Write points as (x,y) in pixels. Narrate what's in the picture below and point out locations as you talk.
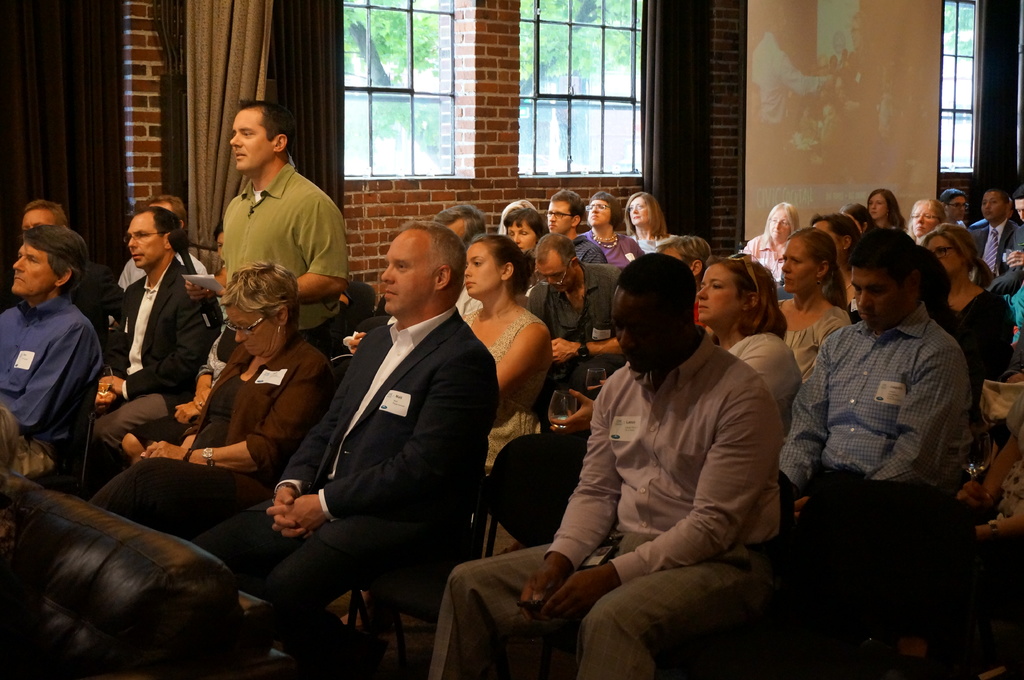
In this image I can see number of people (240,269) where one is standing and rest all are sitting on chairs (893,502). I can see most of them are wearing shirt (651,415) and blazers (342,430). In the background (249,61) I can see windows (414,62), curtains (314,76) and trees (625,54).
